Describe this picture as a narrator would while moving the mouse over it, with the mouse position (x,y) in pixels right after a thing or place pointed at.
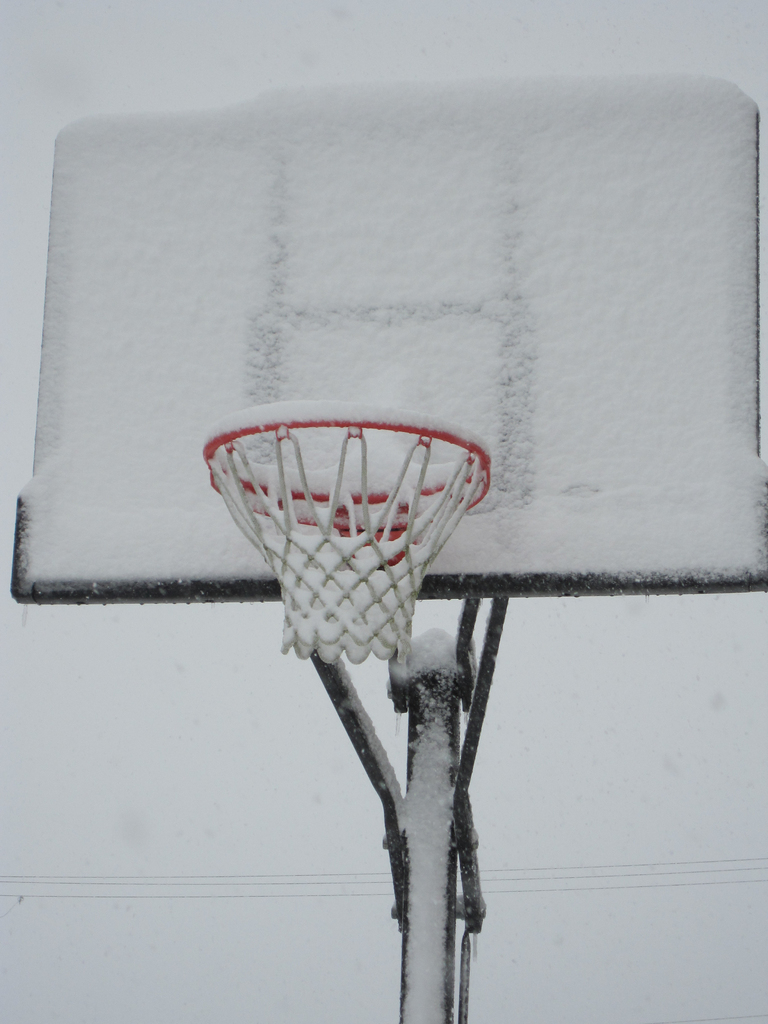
There is a basketball pole (465,480) in the center of the image (307,552), there is snow (415,403) on the pole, it seems like wires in the background area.
